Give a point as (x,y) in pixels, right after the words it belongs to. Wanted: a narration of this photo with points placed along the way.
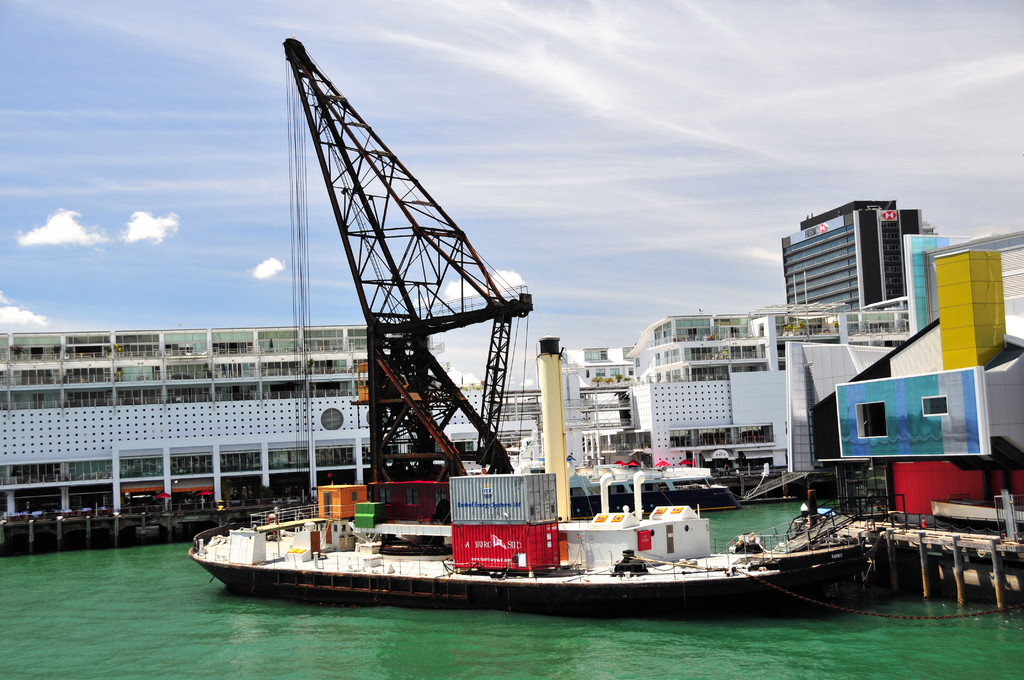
In this image we can see a harbor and a sea (285,645). There is a watercraft (418,543) in the image. There are few buildings (808,246) in the image. There is a blue and a cloudy sky (243,112) in the image.
